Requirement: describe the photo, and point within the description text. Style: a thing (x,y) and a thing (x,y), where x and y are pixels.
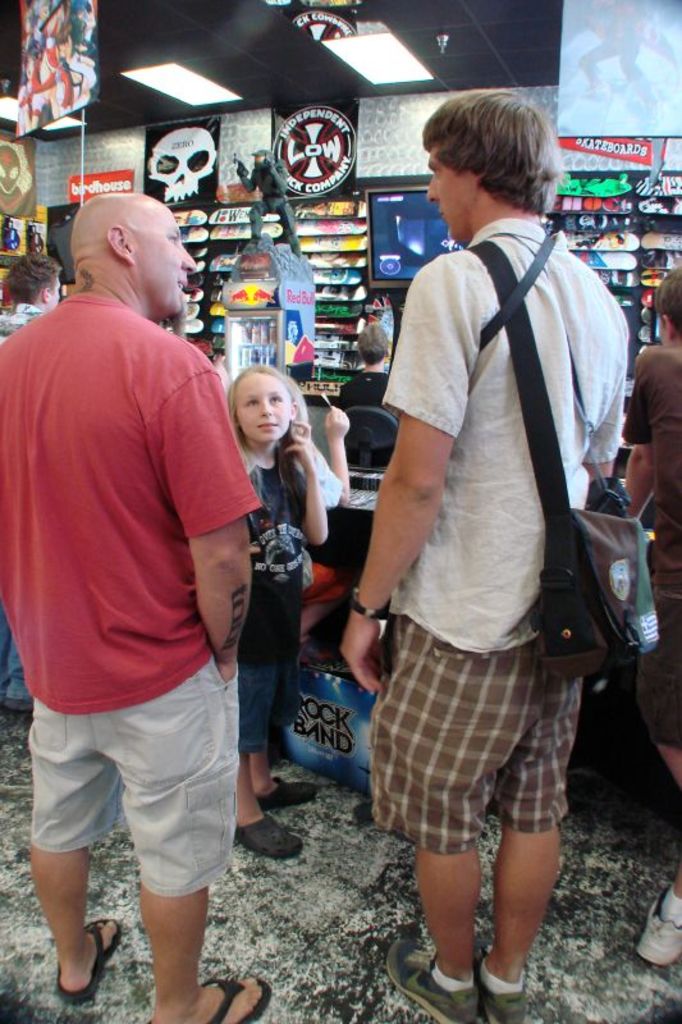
The man (202,500) in red T-shirt (154,596) is talking to the man (432,691) beside him, who is wearing a white shirt (452,459) and a black bag (545,577). In front of them, we see a girl (268,413) in black T-shirt (271,587) is watching them. Behind her, we see skateboards (334,296) placed on the wall (348,298). At the top of the picture (364,1), we see the ceiling (531,17) of the room (274,149). This picture is clicked in the shop (268,322).
